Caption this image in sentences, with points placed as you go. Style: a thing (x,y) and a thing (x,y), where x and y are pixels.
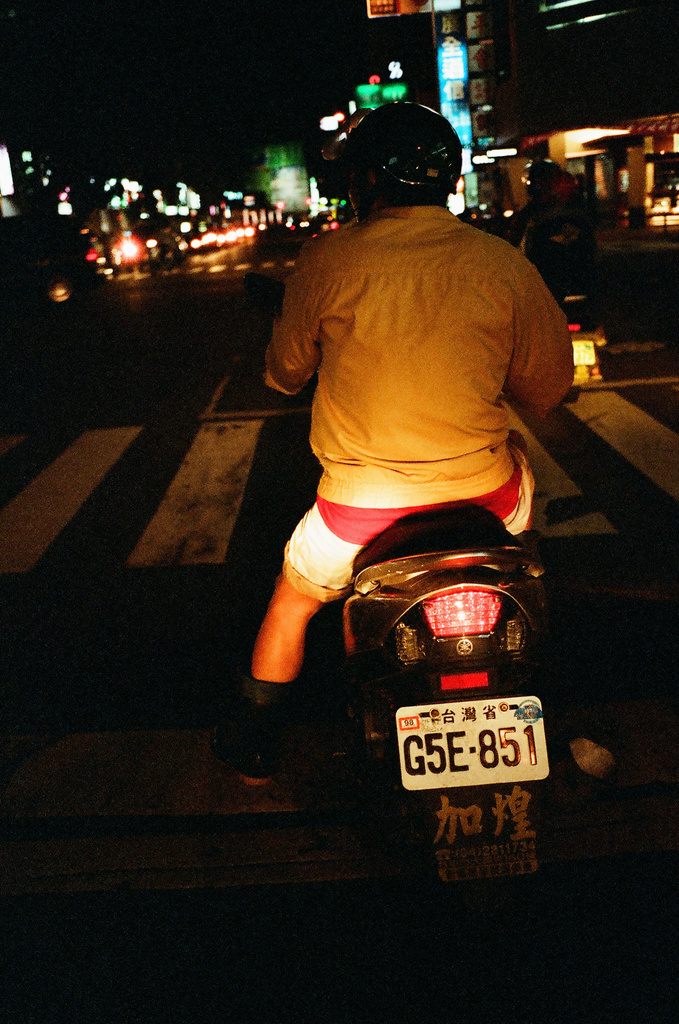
In this image we can see people (531,298) sitting on the bikes (460,639). In the background (202,236) there are lights (157,204) and boards (486,65). On the right (616,192) there is a building (546,132). At the bottom (189,816) there is a road (220,888).
